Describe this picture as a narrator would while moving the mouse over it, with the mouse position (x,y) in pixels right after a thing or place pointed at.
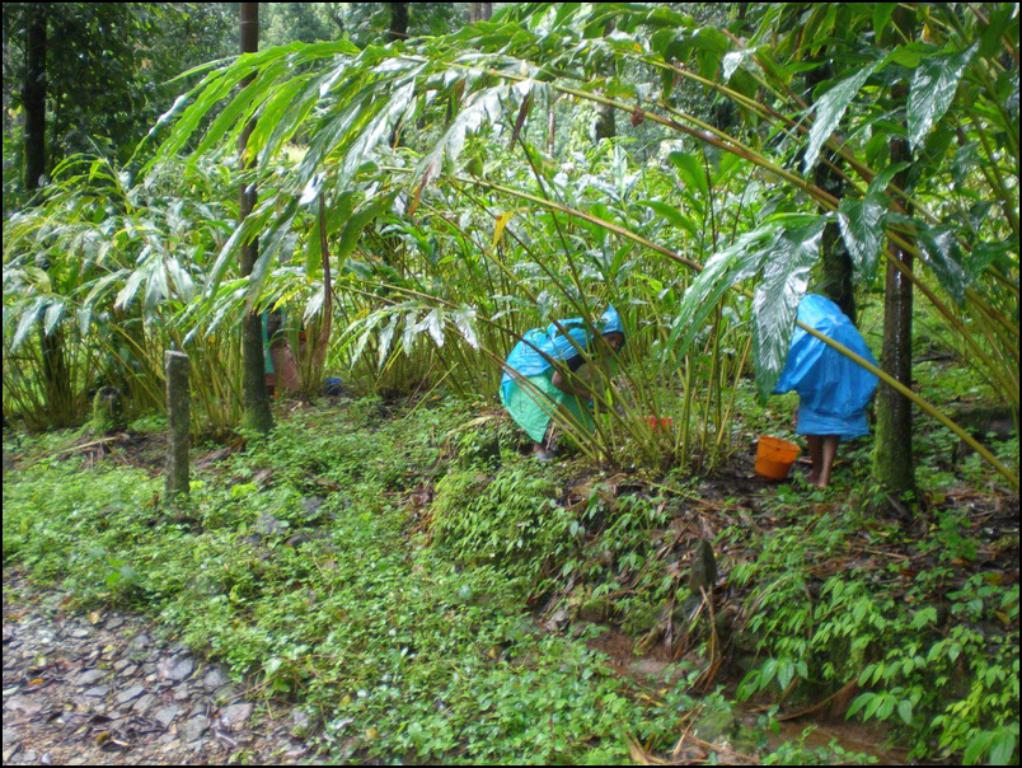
In this image we can see two people (854,392) and there is a bucket (761,442). In the background (322,318) there are trees (389,312). At the bottom (332,678) there is grass (404,681).
